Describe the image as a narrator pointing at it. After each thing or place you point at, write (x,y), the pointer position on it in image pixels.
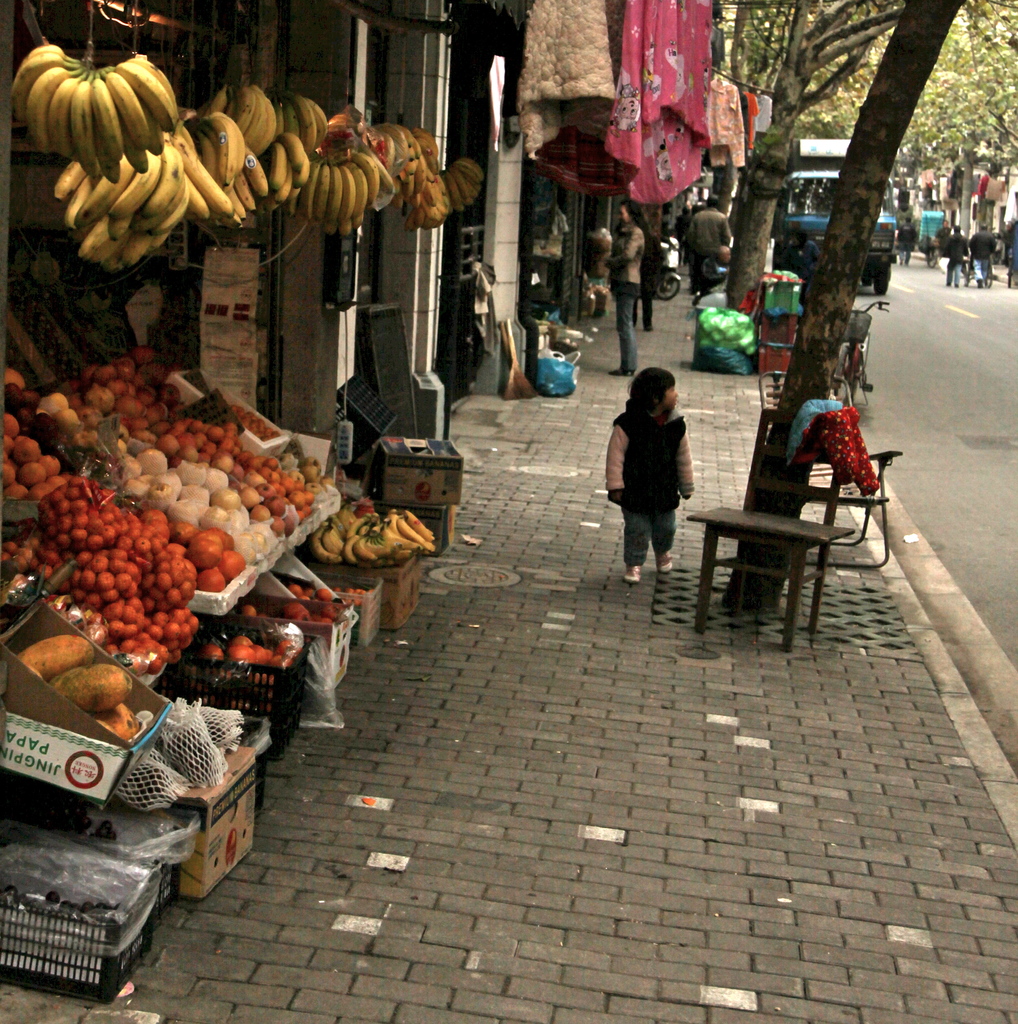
In this image we can see fruits (67,110), baskets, boxes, footpath (624,586), road (1001,356), trees (924,40), clothes (705,17), table (798,563), bicycle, vehicles (816,156), and other objects (758,399).
